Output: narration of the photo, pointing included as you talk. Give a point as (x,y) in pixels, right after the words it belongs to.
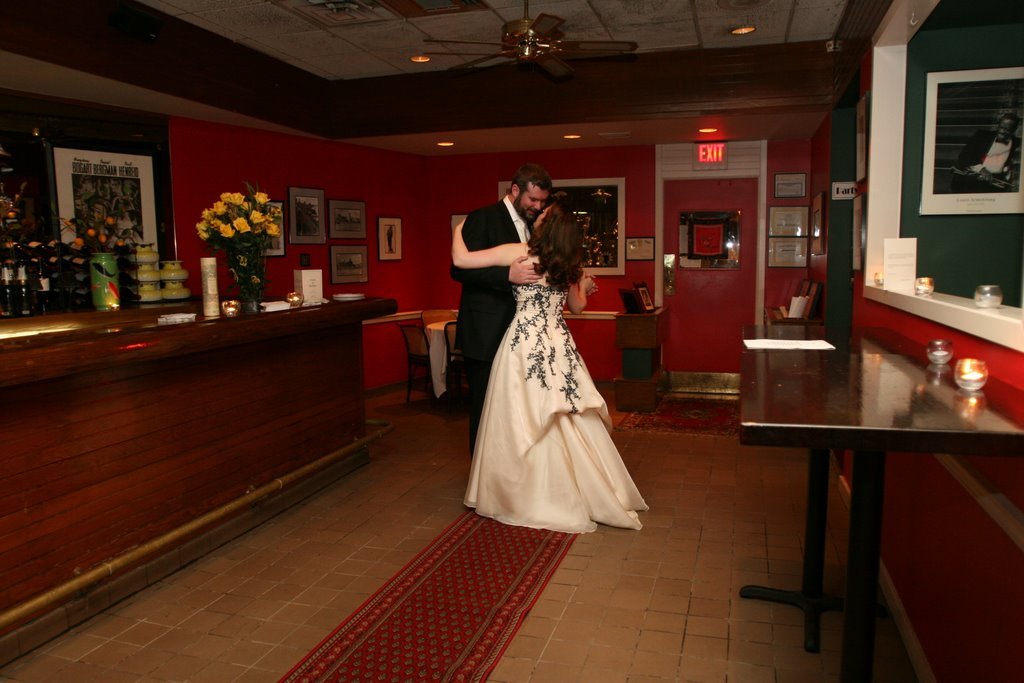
In this image there is a man (459,281) in the middle (475,284) who is wearing the black suit (468,298) is hugging the girl (540,337) who is wearing the white dress (539,369). At the top (365,59) there is ceiling (404,66) with the lights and a fan (507,58). On the right side (860,369) there is a desk (891,386) on which there are cups (942,356). There is a picture (972,133) attached to the wall (921,110). In the background (716,189) there is a door (705,258), above the door (700,181) there is an exit board (708,155). Beside the door (708,213) there are two frames (796,225) attached to the wall (785,202). On the left side (156,320) there is a desk (104,333) on which there is a flower vase (247,287), boxes (315,295) and lights (232,313). Beside the desk (80,313) there are bowls (163,275), jars (101,279) on the table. In the background (297,214) there is a wall (381,277) on which there are photo frames (379,253). At the bottom (436,573) there is a carpet (429,600). There are few boxes (644,374) kept on the floor (643,473). On the left side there are chairs (420,340).
